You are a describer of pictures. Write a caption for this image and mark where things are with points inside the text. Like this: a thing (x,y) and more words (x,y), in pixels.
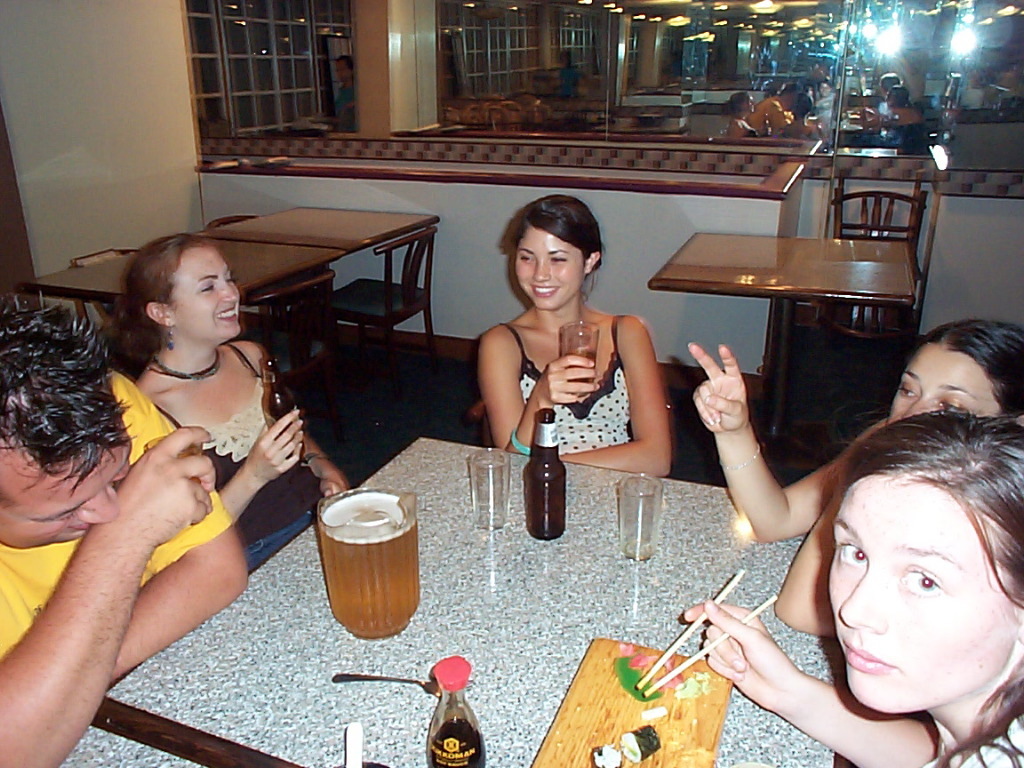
people (147,425) are sitting on the chair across the table (531,613). on the table (531,612) there is a jug (390,554), glass (487,496), bottle (540,475), spoon (408,680), wooden plate (596,700), food (639,744) and chop sticks (658,670) are being holded by a person (947,643) at the right (947,630). behind them there is a mirror (552,103).
